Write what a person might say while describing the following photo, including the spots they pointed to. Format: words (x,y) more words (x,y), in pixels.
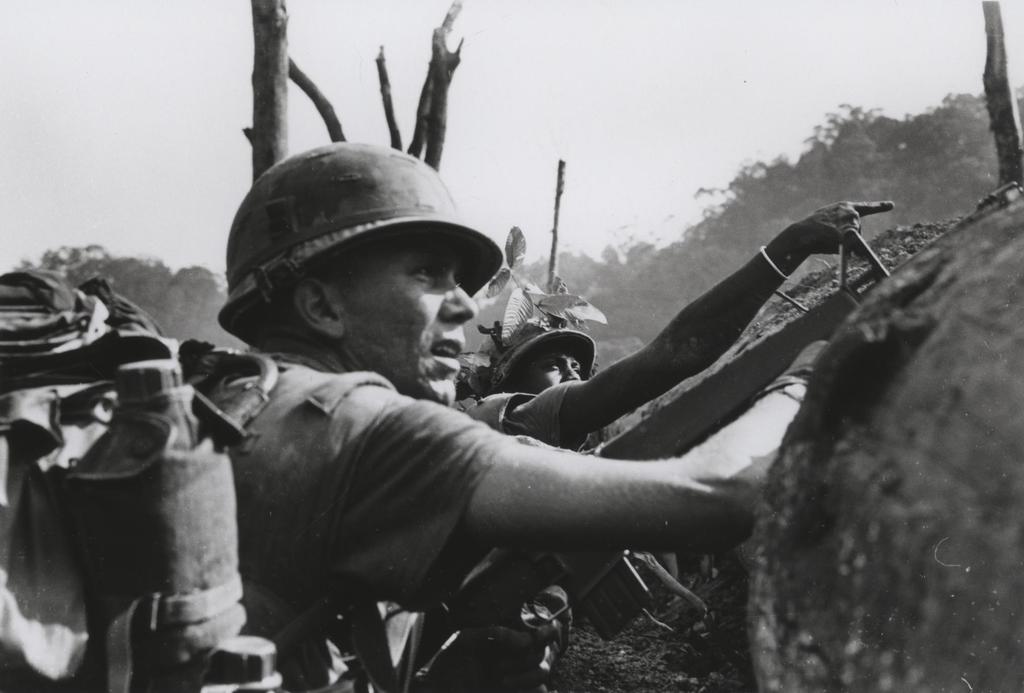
In this image I can see few people (266,499) with helmets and bags (84,482). In the background (200,324) I can see many trees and the sky (385,126). And this is a black and white image.
